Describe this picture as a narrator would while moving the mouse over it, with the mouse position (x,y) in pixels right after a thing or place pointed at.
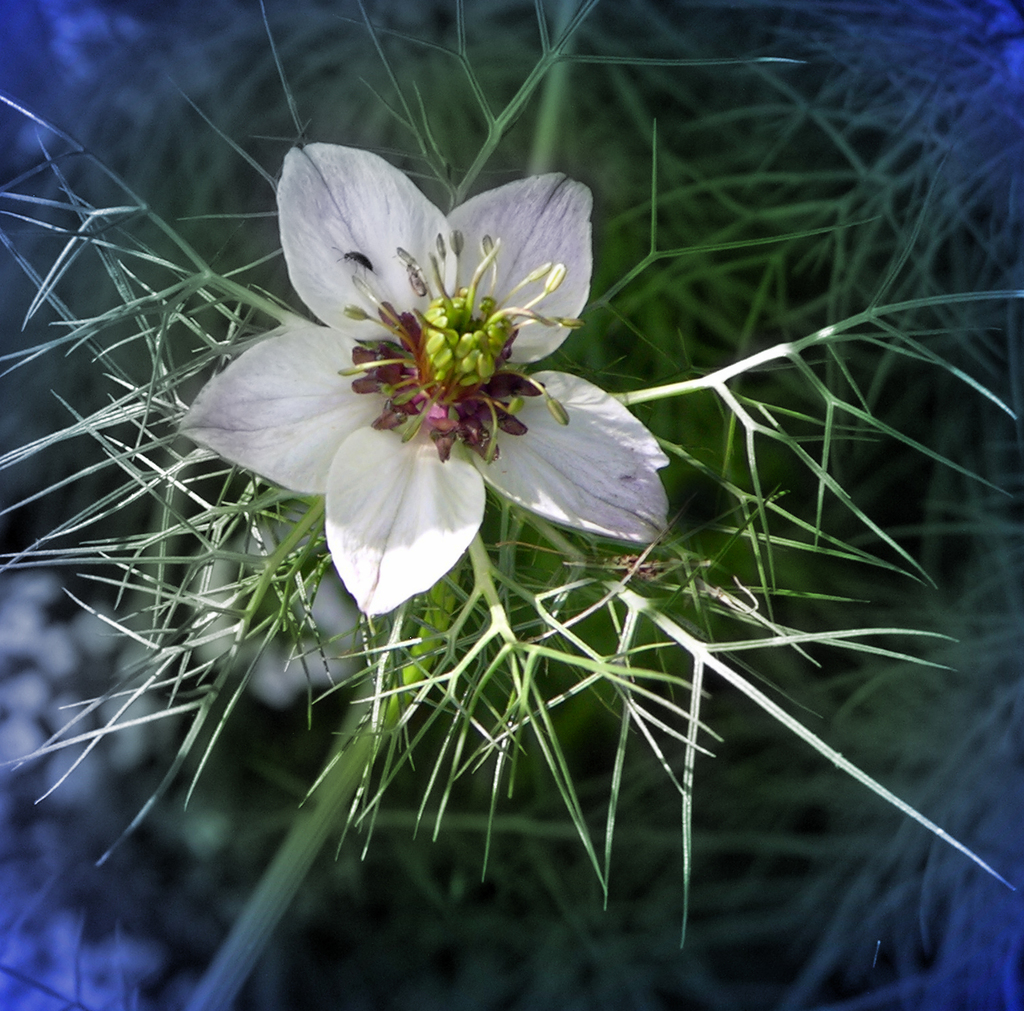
In the foreground of this image (557,176), there is a flower (478,501) of a plant (112,409).
